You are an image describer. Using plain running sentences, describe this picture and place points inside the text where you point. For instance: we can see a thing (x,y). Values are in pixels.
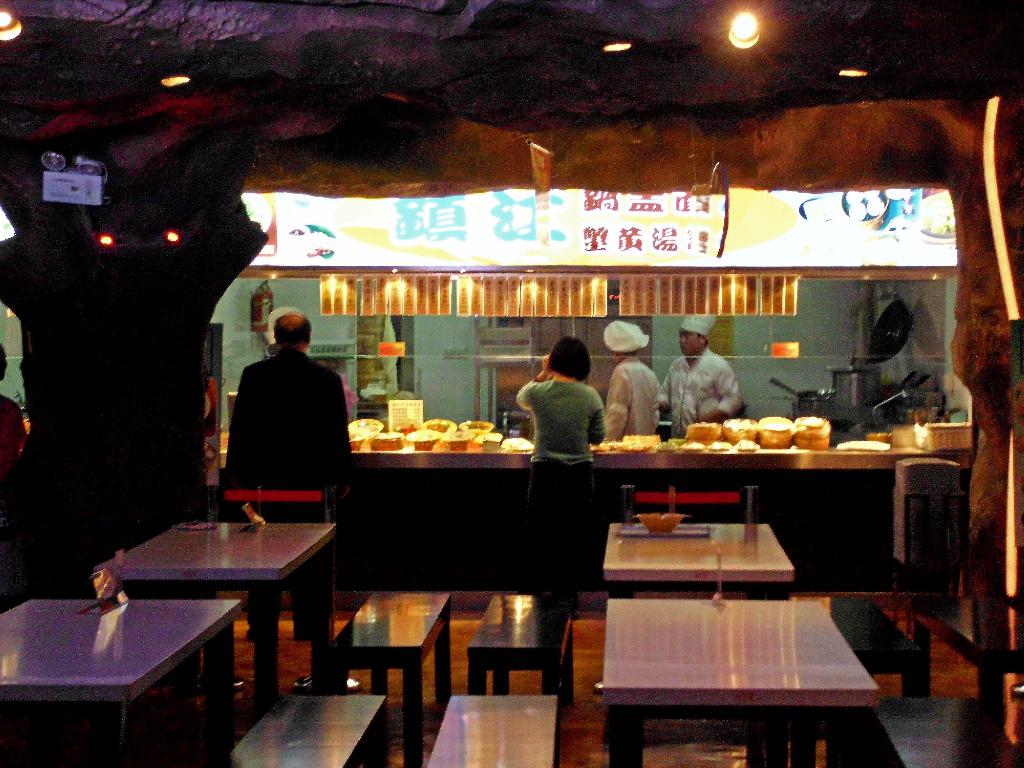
There are four table (624,685) and few benches (493,699). I can see a bowl (655,515), a tray (655,535) placed on the table (728,547). Here is the woman (562,442) and man (292,413) standing. these are bowls (463,434) and few objects (726,445) placed on the cabin (437,462). This is the name board (770,222). This looks like a banner (517,296) hanging. I can see few utensils (869,432) placed here. There are two people (693,414) standing inside the cabin (749,339). These are the lights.
